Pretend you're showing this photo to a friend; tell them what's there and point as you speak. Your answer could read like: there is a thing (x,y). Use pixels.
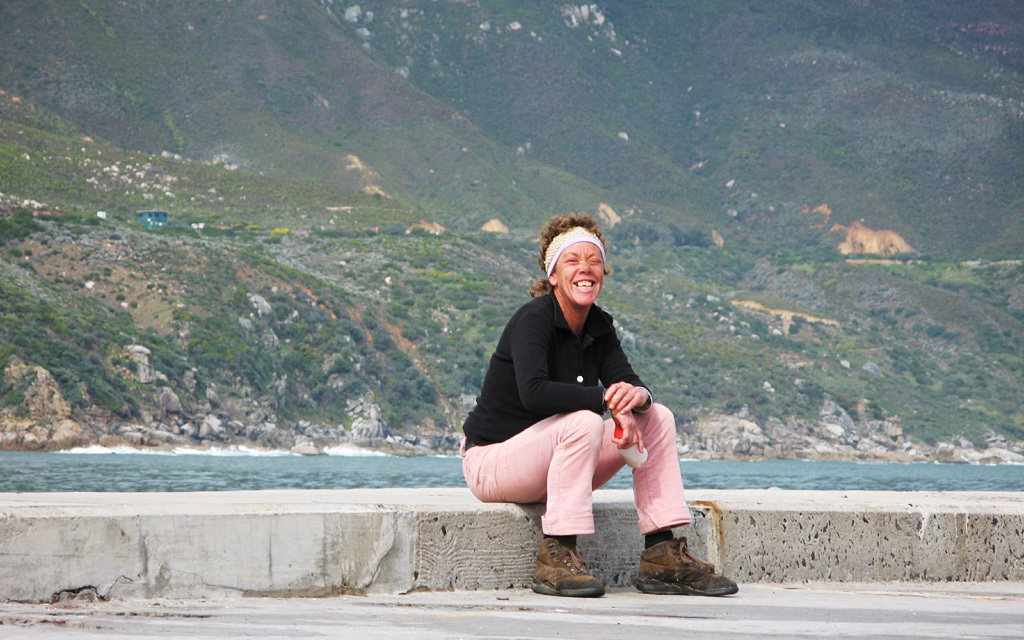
In this picture we can see a person (528,466) holding an object (621,436) and sitting on a platform (627,528) and smiling, rocks (724,431), plants (241,287) and in the background (305,394) we can see mountains (702,169).
